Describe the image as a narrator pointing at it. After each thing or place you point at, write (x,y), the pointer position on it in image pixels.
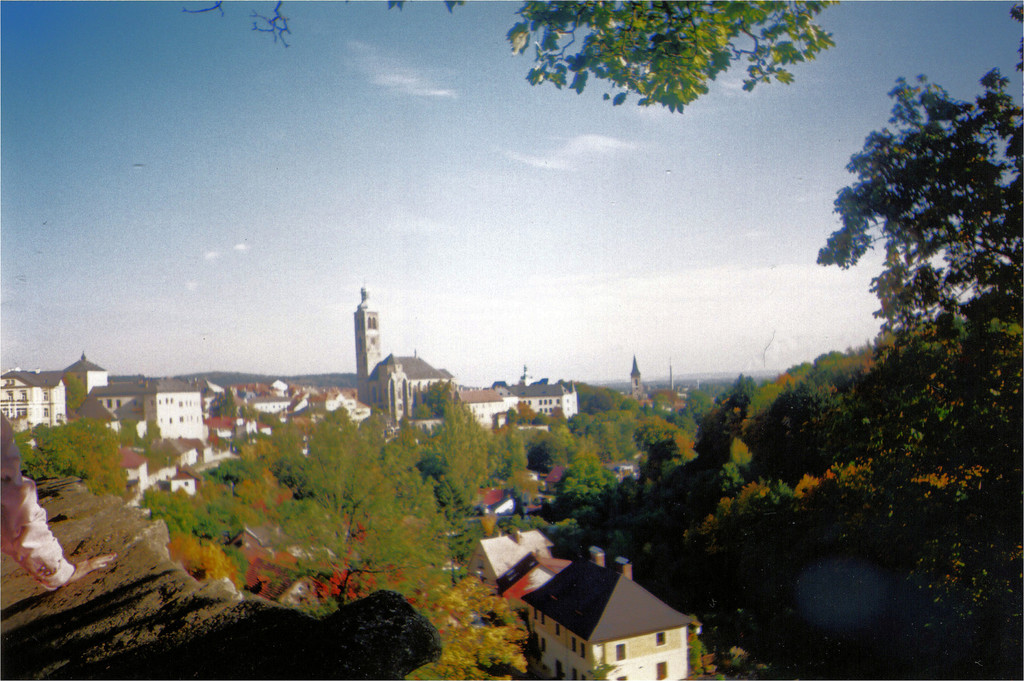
In this image I can see number of trees (331,537), number of buildings (618,638) and on the left side of this image (36,536) I can see hand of a person (0,538). In the background (363,232) I can see clouds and the sky (498,265).
